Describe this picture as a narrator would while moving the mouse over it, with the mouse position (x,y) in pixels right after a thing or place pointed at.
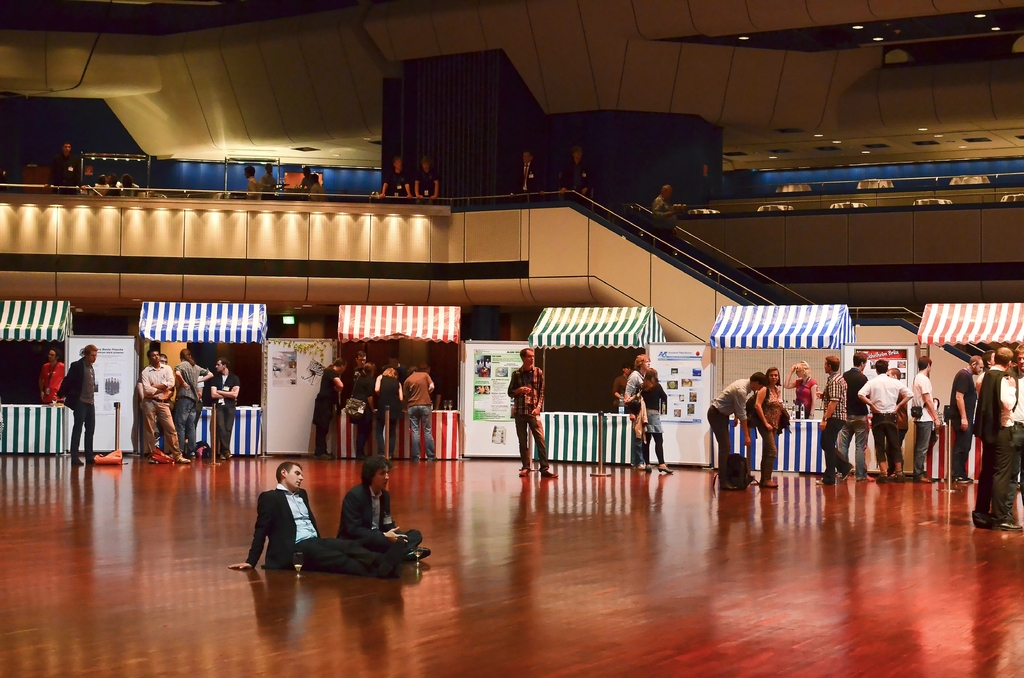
In this picture I can see in side of the building (418,589), on which I can see so many stalls (457,420), few people (424,419) among them two persons (332,541) are sitting on the floor (517,571) and also I can see people (394,193) standing on the upstairs (244,202).
